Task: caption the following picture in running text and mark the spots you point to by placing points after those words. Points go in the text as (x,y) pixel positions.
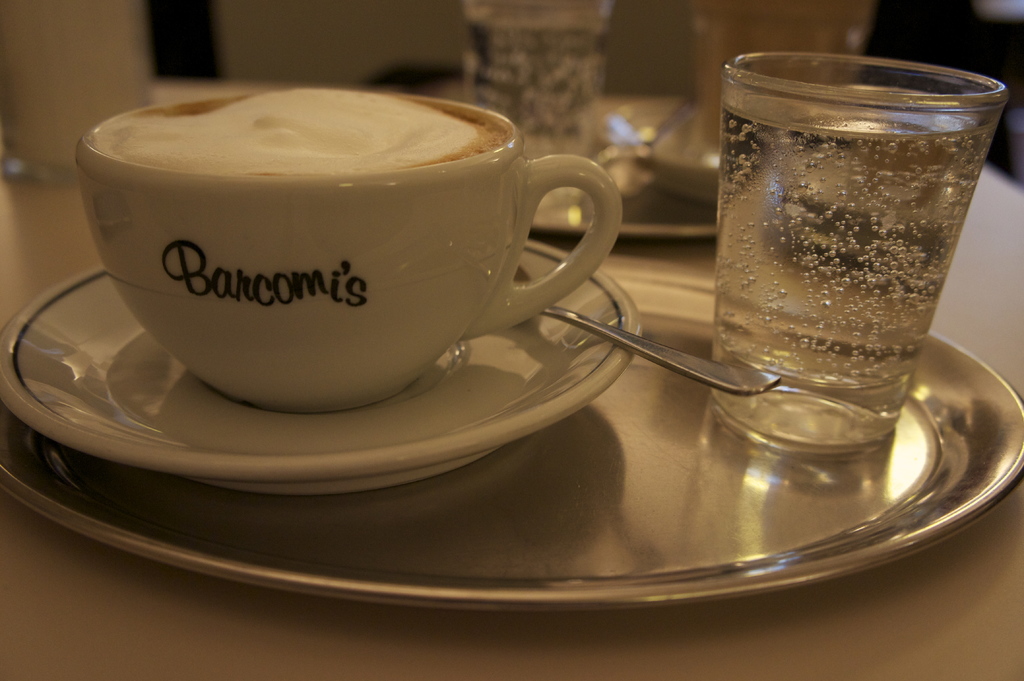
This is the picture of a table (46,242) on which there is a plate (974,468) in which there is a cup (302,311), spoon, glass (761,302) and behind there is a other glass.
